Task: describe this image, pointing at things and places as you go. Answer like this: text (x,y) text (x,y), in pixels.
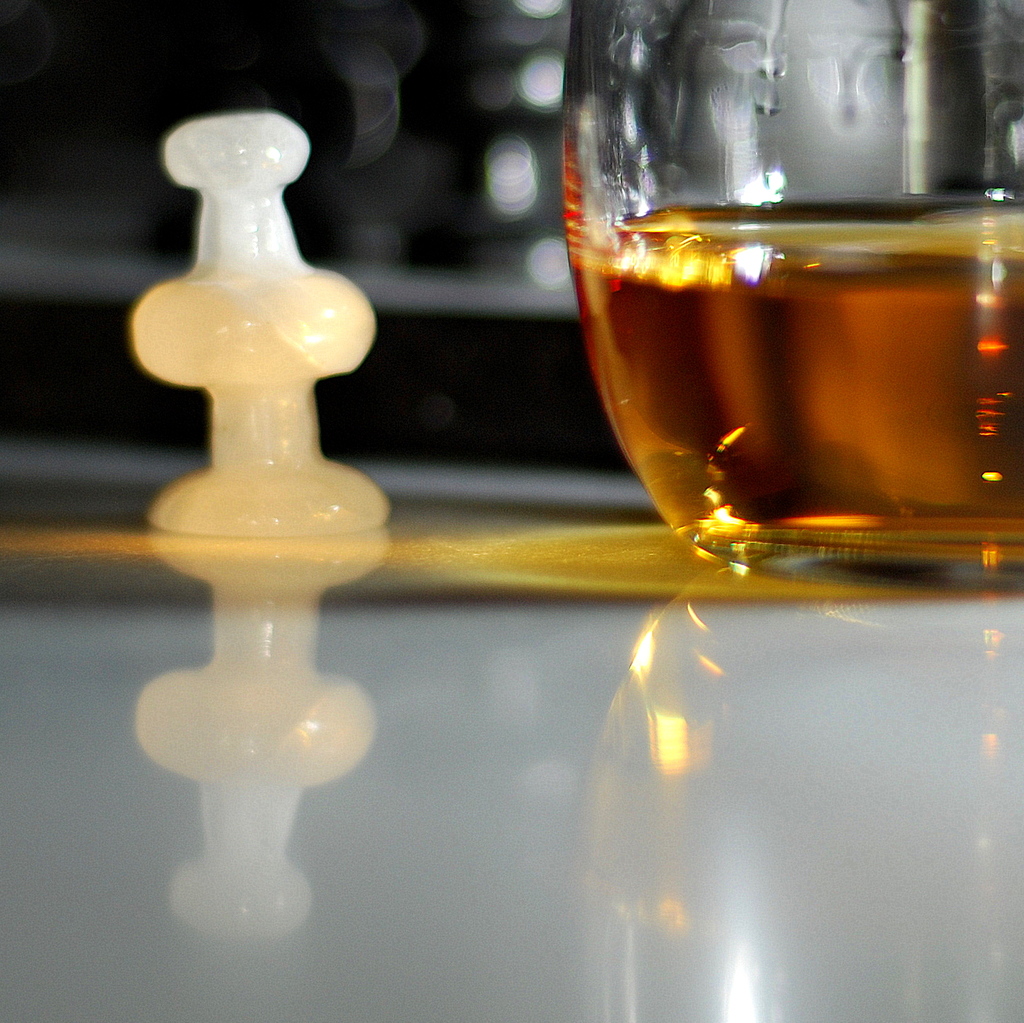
In this picture there is wine glass (947,567) placed on the table top (726,718). Beside there is a white color chess coin (264,445).
